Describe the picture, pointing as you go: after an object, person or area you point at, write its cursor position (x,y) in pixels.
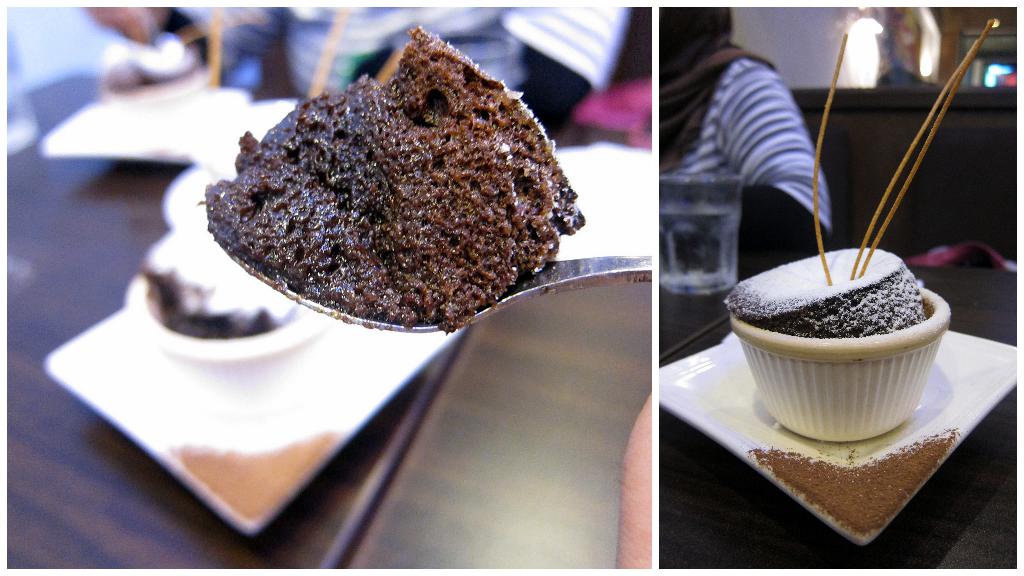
This image is a collage of two images. Both are different images. This image is taken indoors. At the bottom of the image (464,507) there is a table (383,519) with a plate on it. On the plate (805,442) there is a bowl (853,361) with a dessert (832,281) in it. There is a glass (683,264) on the table (668,465). At the top of the image (451,27) there is a person (536,28) sitting on the chair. In the background (824,42) there is a wall (950,41).
